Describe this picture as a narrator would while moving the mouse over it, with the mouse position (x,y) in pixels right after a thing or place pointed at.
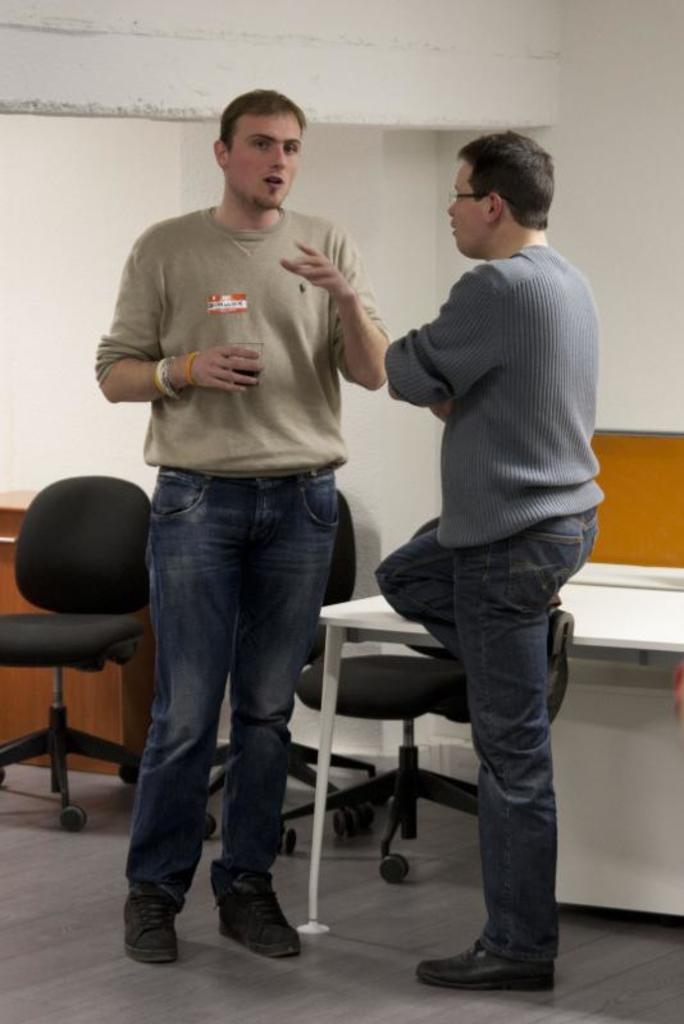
There are two people (453,634) standing on the floor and one of them is talking to the other and holding a drink (245,372) in his hand (244,360). There are few chairs (118,556) behind them.
